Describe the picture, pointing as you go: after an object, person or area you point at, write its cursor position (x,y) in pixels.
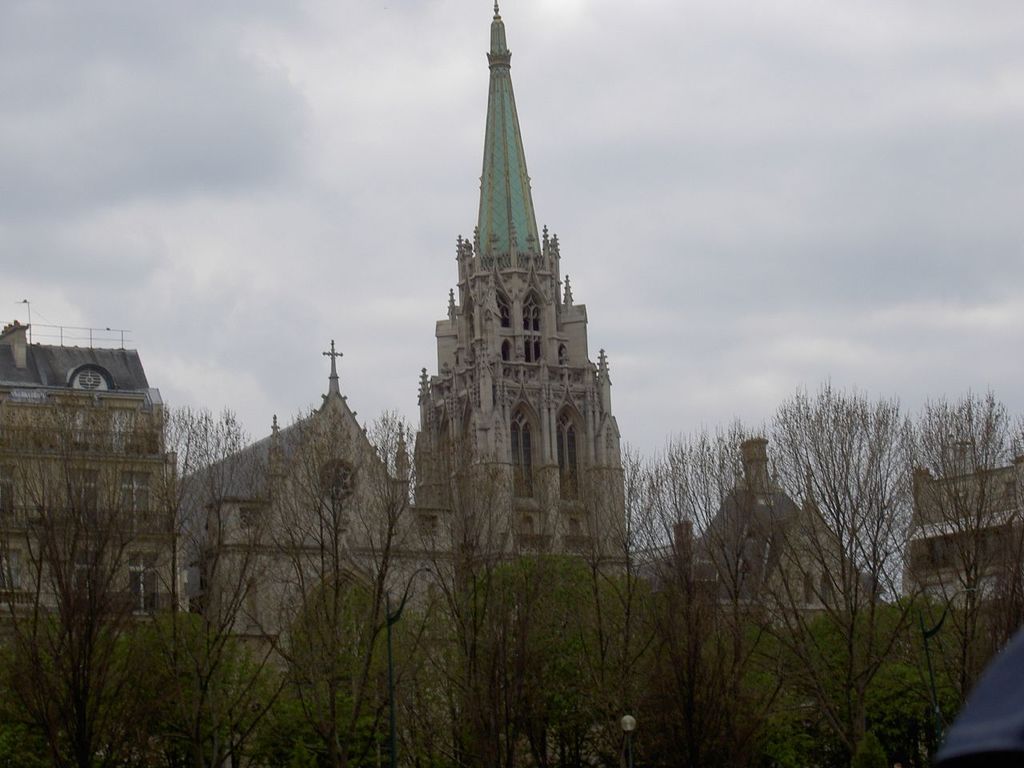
In this image I can see light pole (630,716), trees (706,612), buildings (304,461) and cloudy sky (705,291).
